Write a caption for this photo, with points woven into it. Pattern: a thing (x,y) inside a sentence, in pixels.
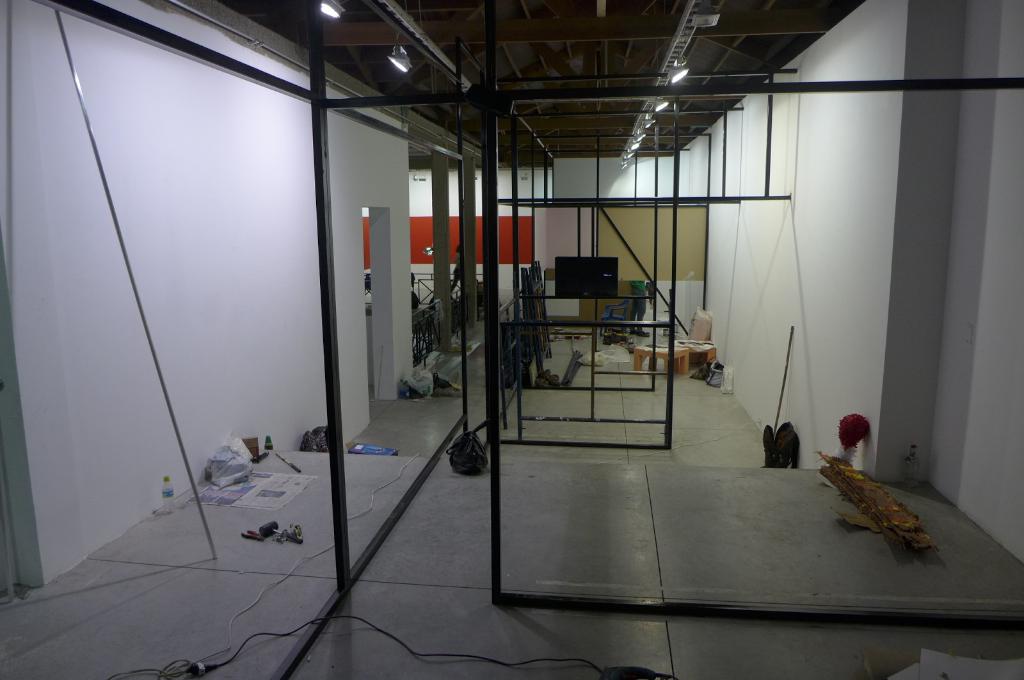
This picture is clicked inside the room (515,487). In this picture, we see iron rods (593,415). In the middle of the picture (639,356), we see stools (692,360). In the background (543,238), we see a wall (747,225) in white and red color. At the top of the picture (649,130), we see the ceiling (393,81) of the room (411,174).
